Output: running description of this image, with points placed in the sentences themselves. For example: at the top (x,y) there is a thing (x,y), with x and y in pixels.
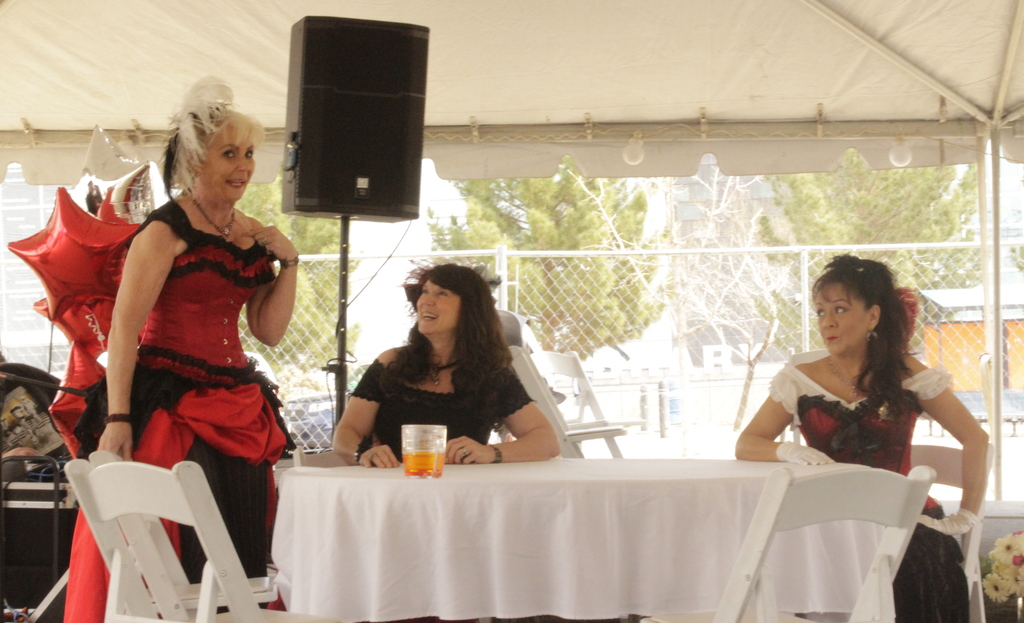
In this image I can see there are two ladies (478,436) sitting on chairs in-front of table (513,496) beside them there is another lady (214,305) wearing drama costume (234,359) is standing, at the back (279,224) there is a speaker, fence (639,300) and trees (584,247).
